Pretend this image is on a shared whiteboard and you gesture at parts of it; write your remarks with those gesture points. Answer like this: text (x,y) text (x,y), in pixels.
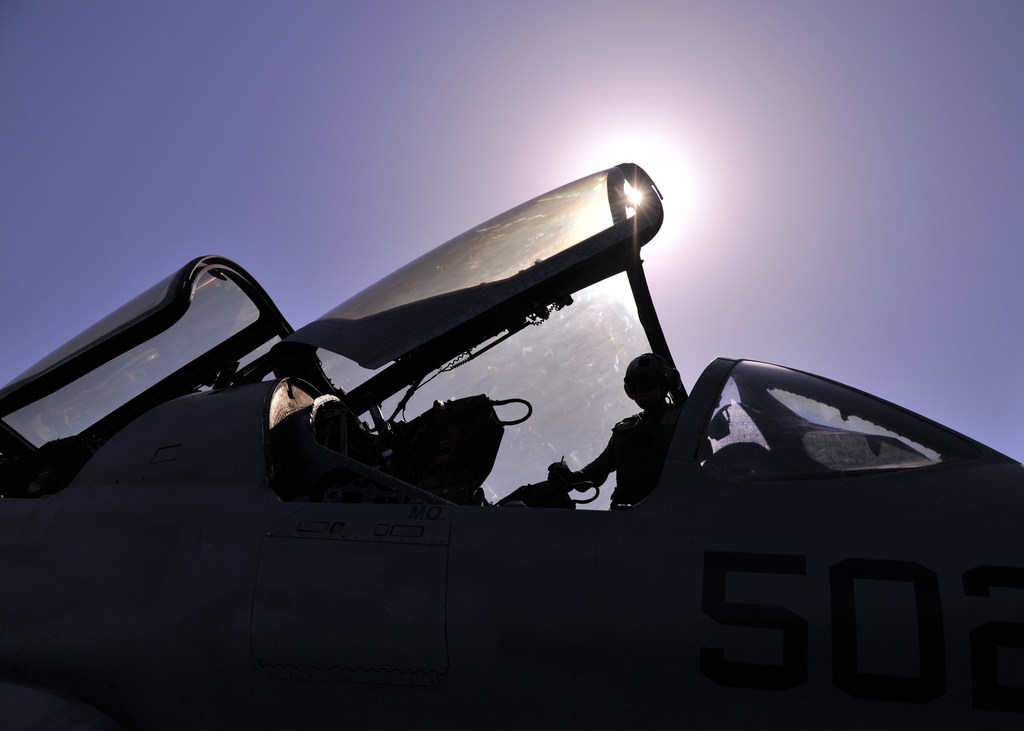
In this image I can see an aircraft (286,513) and a person (669,427). I can also see something is written over here and in background (350,170) I can see the sun (647,157) and the sky (375,235). I can also see this image is little bit in dark from here.
